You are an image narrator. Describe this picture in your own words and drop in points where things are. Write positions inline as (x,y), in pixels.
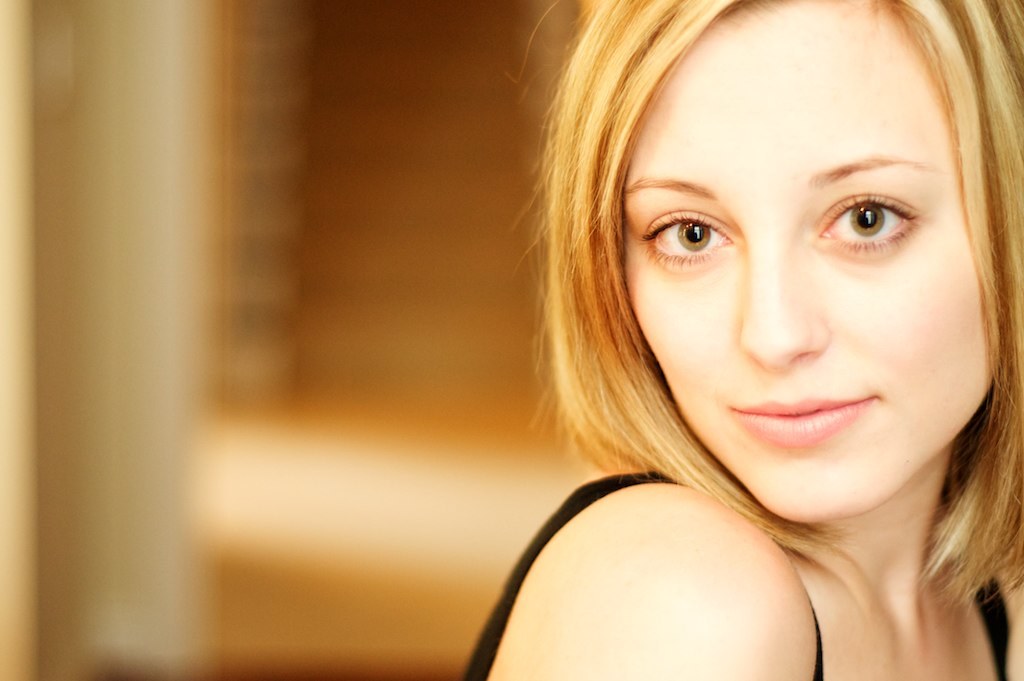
In this picture I can observe a woman (686,442) on the right side (836,225). There is yellow color hair (581,211) on her head (600,127). The woman (795,377) is smiling. The background (392,144) is completely blurred.
